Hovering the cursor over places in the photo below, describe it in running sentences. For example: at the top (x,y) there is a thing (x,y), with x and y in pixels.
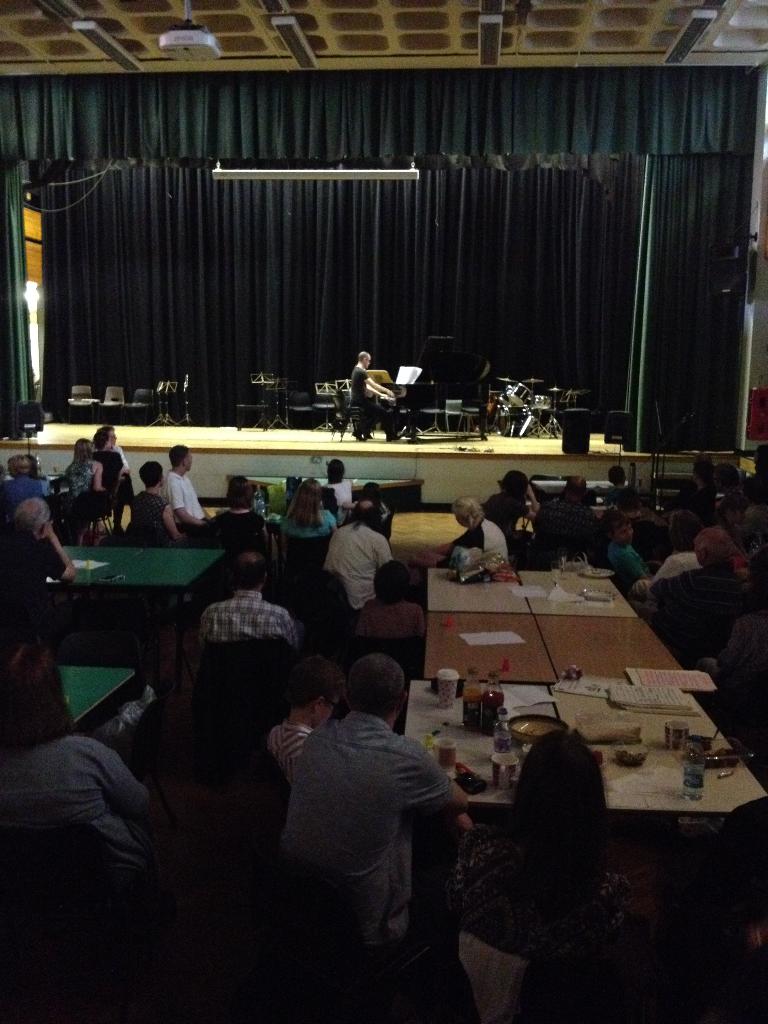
This picture describes about group of people (365,773), they are seated on the chairs (272,645), in front of them we can see few bottles (504,712), papers (637,677) and other things (481,563) on the table (549,673), in the background (488,408) we can see a person (378,404) is playing piano (452,375), beside to the person (362,395) we can find few musical instruments (502,408) and curtains (449,331).
